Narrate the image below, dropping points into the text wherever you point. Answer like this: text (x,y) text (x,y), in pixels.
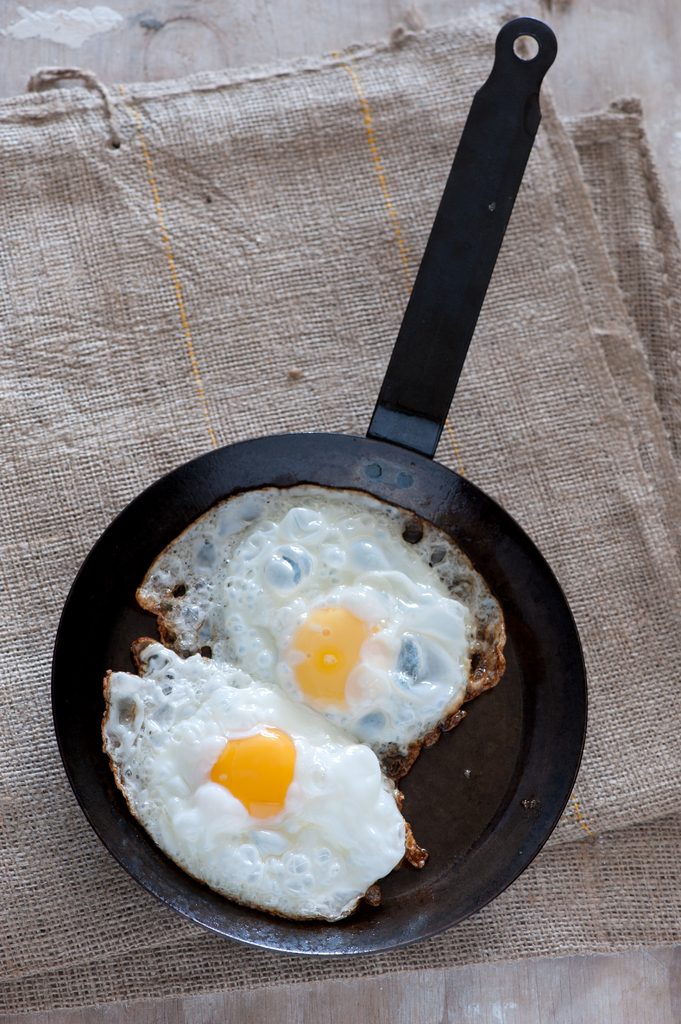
In this image I can see a black colored pan (430,482) and in the pan (356,472) I can see two fried eggs (340,579) which are white, yellow and brown in color. I can see the pan (261,459) is on the cream colored cloth (216,302) which is on the cream colored surface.
